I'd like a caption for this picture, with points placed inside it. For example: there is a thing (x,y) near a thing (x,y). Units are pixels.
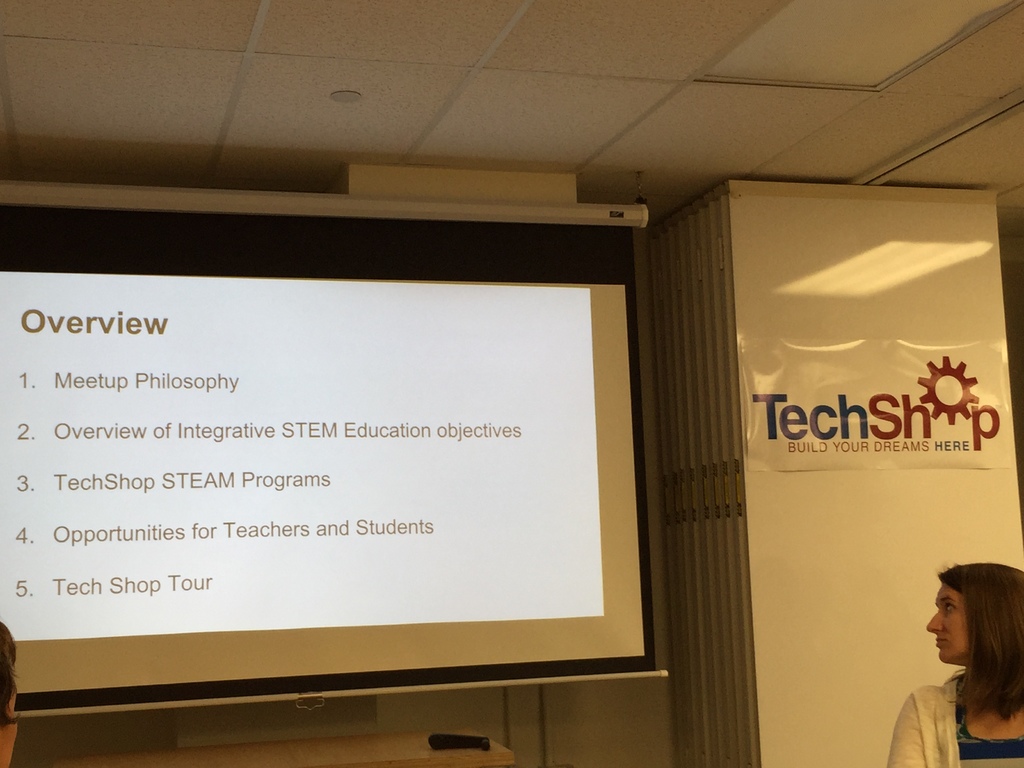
On the right side of the picture (987,650) there is a woman (987,645) and poster (871,423). On the left (98,362) there is projector screen (381,556) and remote (453,734). On the top (760,51) to the ceiling (355,97) there are lights (879,27).
